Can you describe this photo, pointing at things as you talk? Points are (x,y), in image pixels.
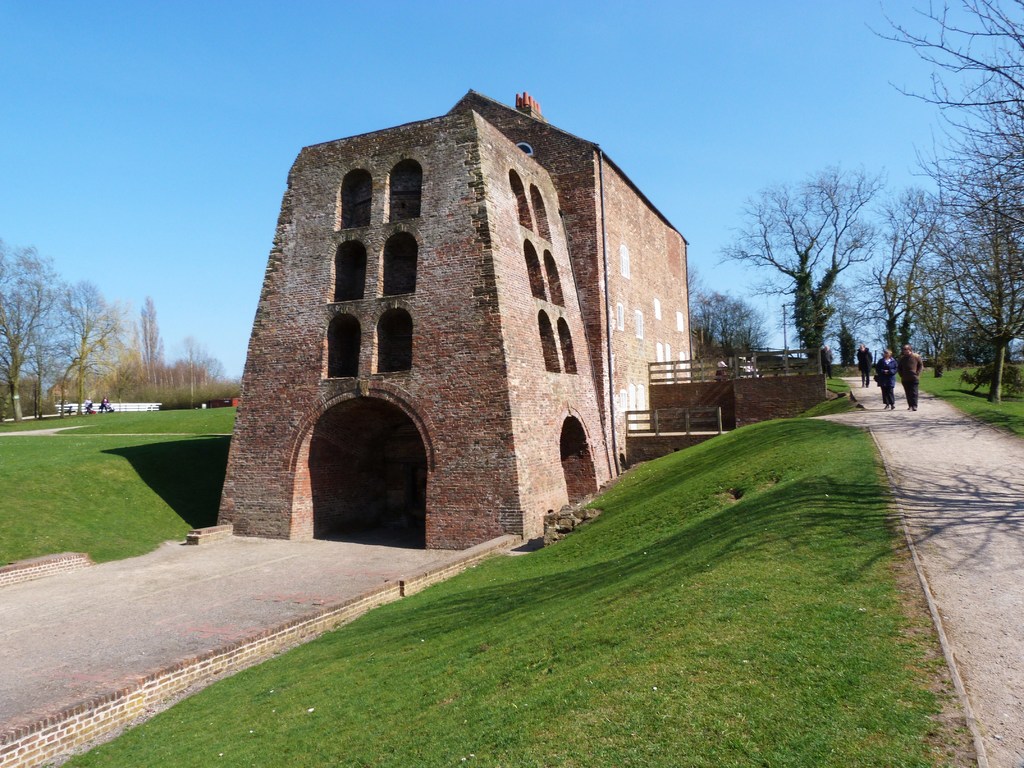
In this image I can see the building (571,284) which is in brown color. To the side I can see few people (890,401) are walking and wearing the different color dresses (907,397). To the left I can see few more people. In the back (240,102) I can see many trees (983,189) and the blue sky (215,83).
